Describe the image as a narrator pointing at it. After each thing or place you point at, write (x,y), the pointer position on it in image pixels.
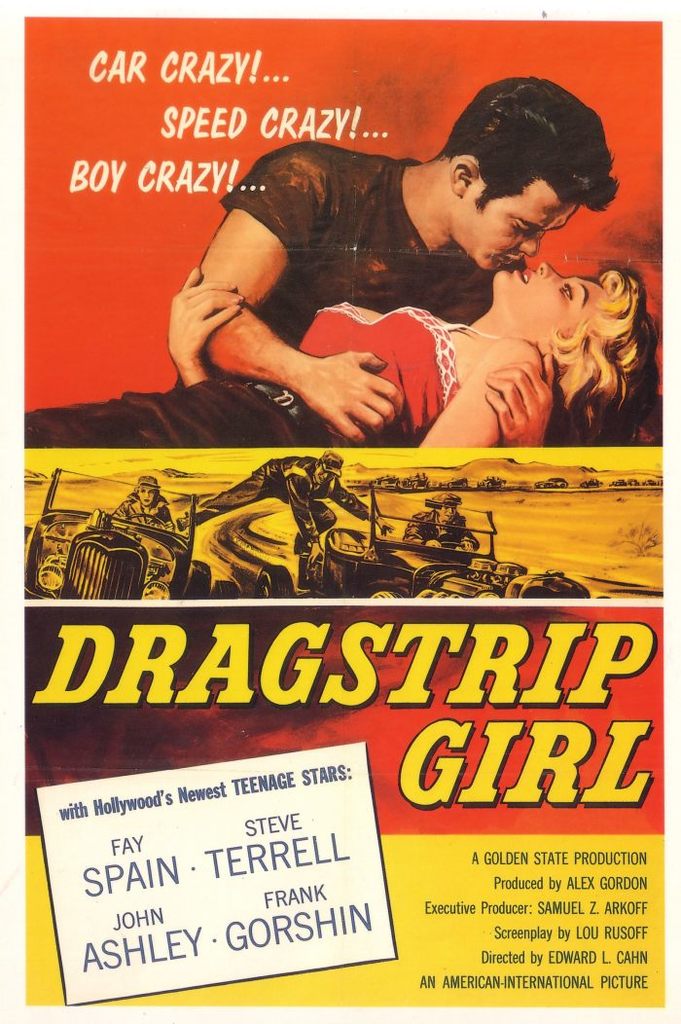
In this image there is a poster (319,422). In the poster (291,590) we can see that there is a man (325,250) who is holding the girl (406,335). At the bottom (293,816) there is some script (269,840).
